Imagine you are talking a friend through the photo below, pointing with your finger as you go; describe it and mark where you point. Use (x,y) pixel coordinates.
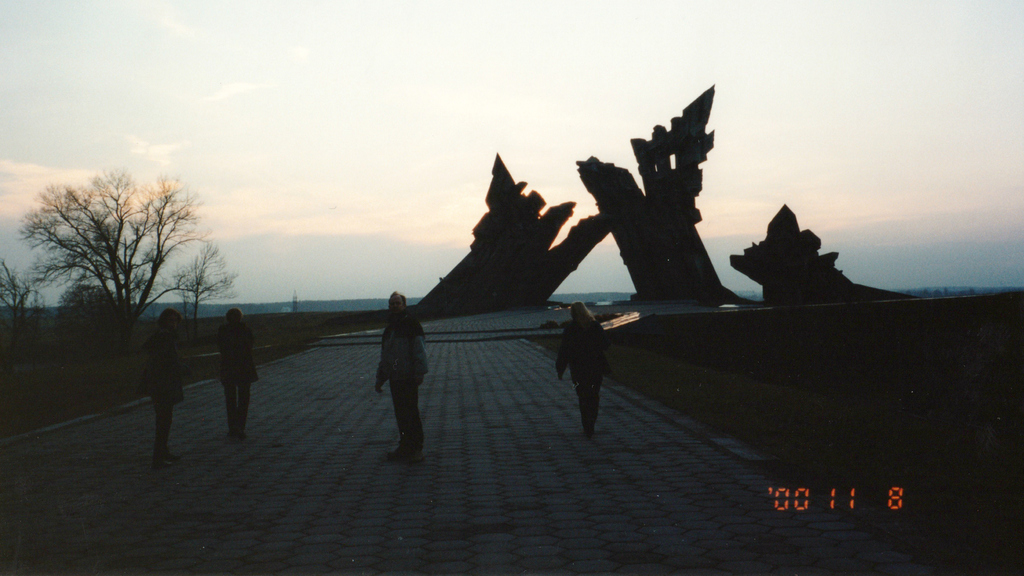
The man (414,445) in the middle of the picture (425,346) is standing. Beside him, we see three people (239,357) are walking on the pavement (382,450). In the middle of the picture (657,256), we see something like an arch (562,265). On the left side (207,277), we see trees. There are hills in the background (575,300). At the top of the picture (347,148), we see the sky (219,196).
